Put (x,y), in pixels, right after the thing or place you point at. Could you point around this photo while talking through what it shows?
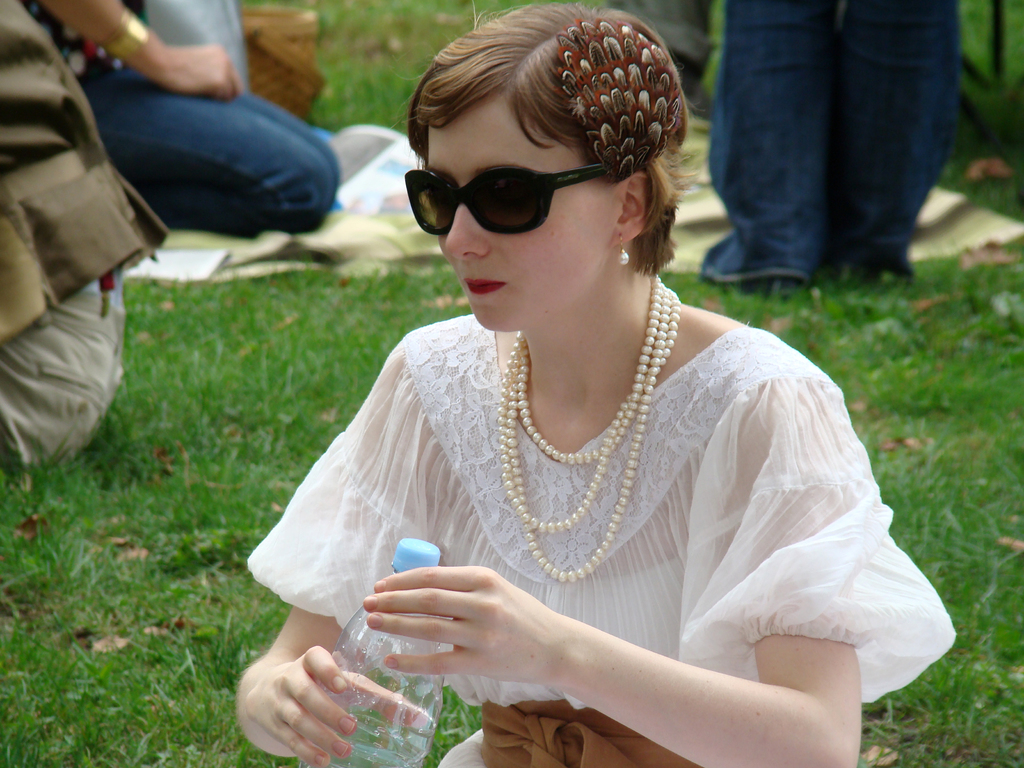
Here is the woman (525,551) sitting. She wore white dress (707,536), sunglasses (520,221), earrings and pearl necklace (512,407). She holding a water bottle (360,663) in her hand (409,666). Background (202,193) I can see few people (184,79) sitting and standing. This is the grass (168,668).
